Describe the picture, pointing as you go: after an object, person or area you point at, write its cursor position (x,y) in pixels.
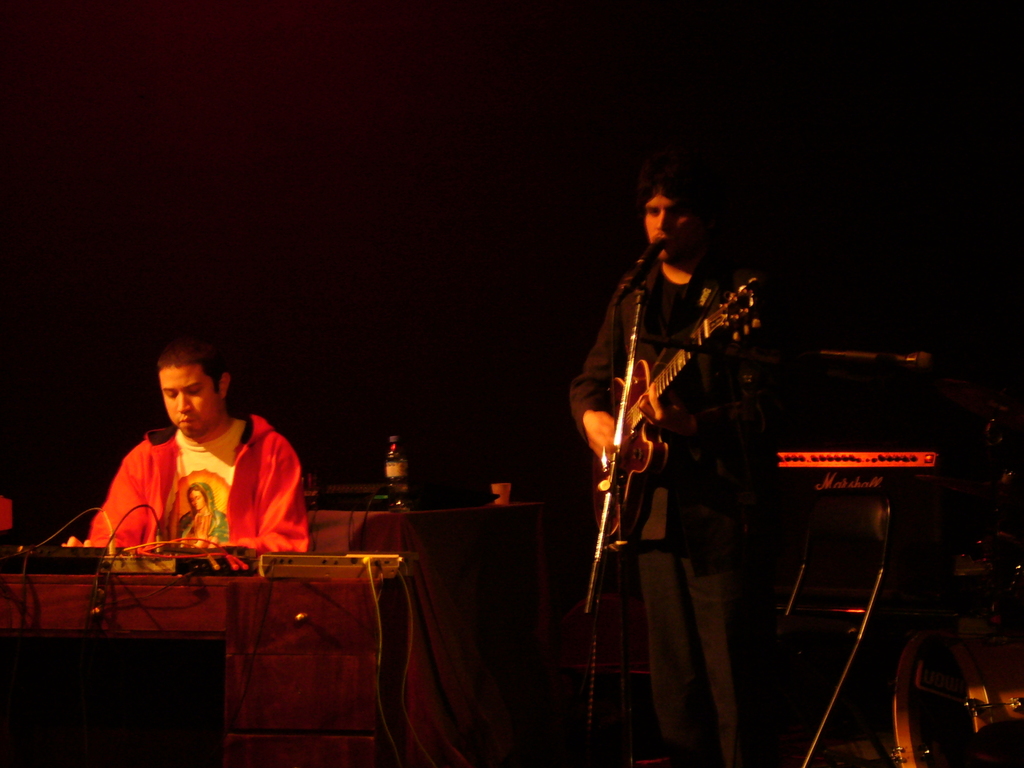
In this image on the right side (687,383) there is one person (652,346) who is standing and he is holding a guitar (648,449) in front of him there is one mike (647,262). On the left side (229,522) there is one person (177,504) who is sitting in front of him there are some sound systems (118,560) and wires (109,563) are there. On the right side of the image (820,610) there is one chair (854,652) and on the bottom of the right corner (932,692) there is one drum (942,684) and in the middle of the image (495,512) there is one table (495,525) and on that table (464,524) there is one bottle (397,503).
